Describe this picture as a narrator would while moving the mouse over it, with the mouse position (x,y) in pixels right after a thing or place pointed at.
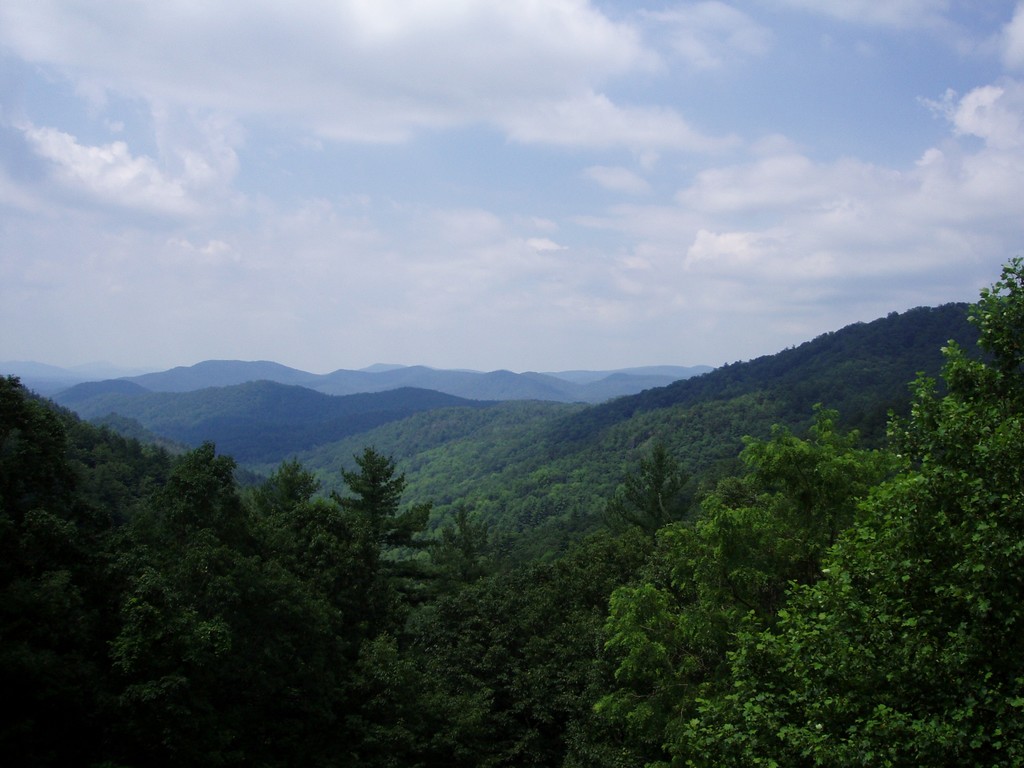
In this image there are mountains (469,471). There are plants (864,553) and trees (360,476) on the mountains (383,452). At the top (437,98) there is sky (367,128).
